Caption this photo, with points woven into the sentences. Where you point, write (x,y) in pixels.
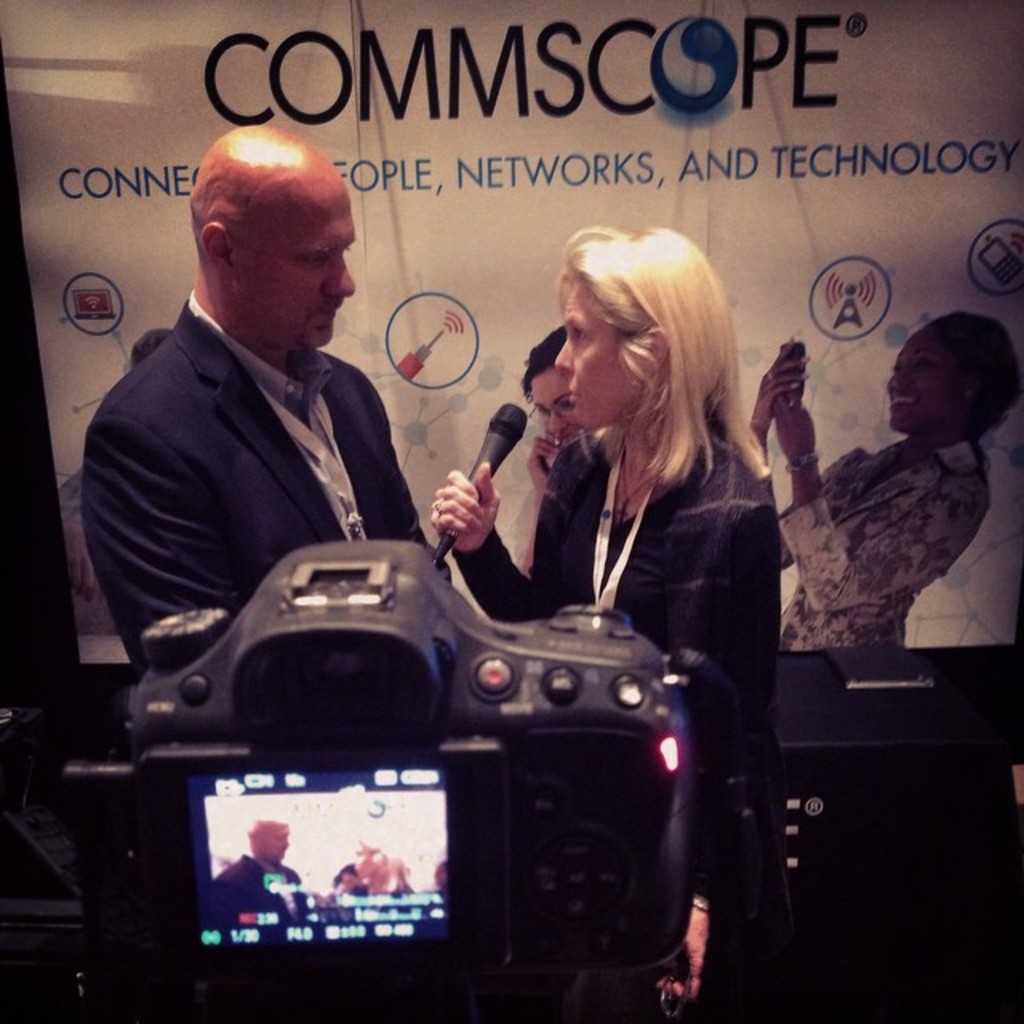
In this image I see a man (272,336) and a woman (689,255) who is holding a mic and both of them are standing in front of a camera (376,547). In the background (984,34) I see the banner (893,24).
